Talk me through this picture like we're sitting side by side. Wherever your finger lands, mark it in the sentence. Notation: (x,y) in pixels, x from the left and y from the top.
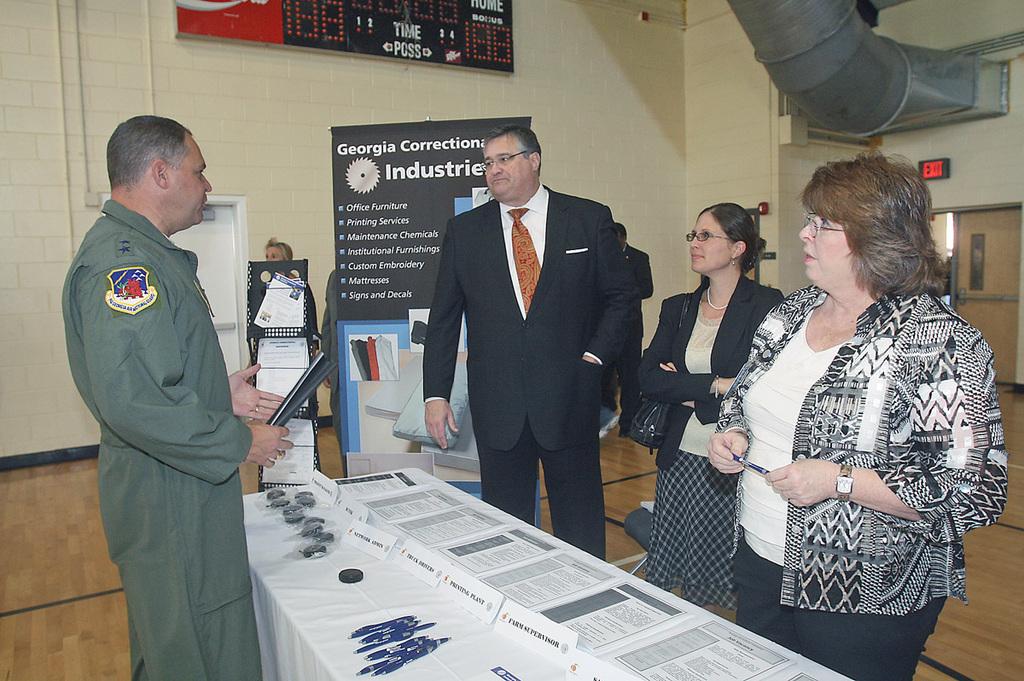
In this image there are two men (452,342) and two women (737,413) standing near a table (264,520), on that table (475,650) there are papers (537,592) and pens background (377,154) there are posters (423,153) and a wall (643,176).
